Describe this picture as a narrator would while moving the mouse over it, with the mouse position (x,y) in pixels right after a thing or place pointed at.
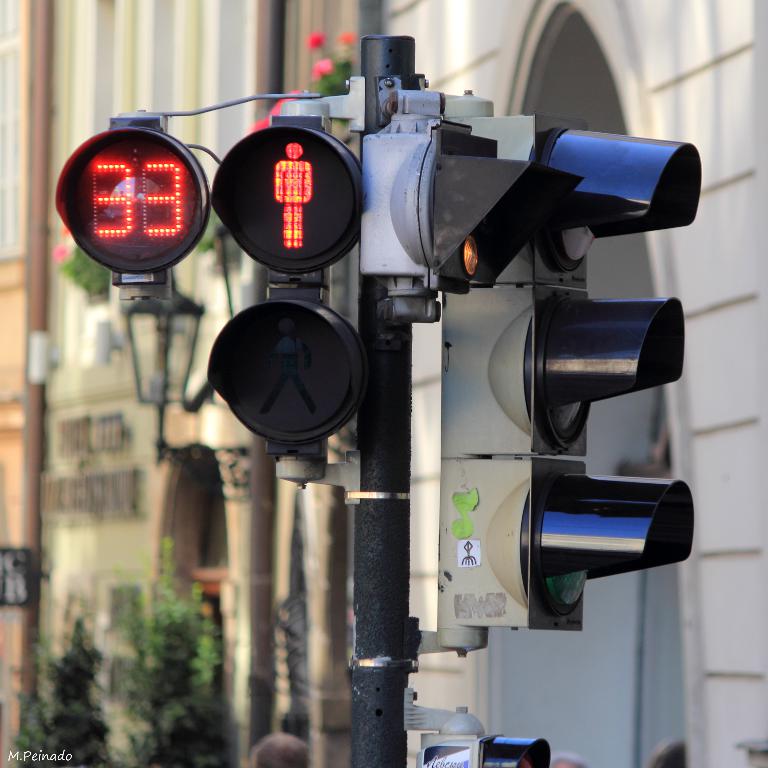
In the picture we can see a traffic light (570,524) to the pole (394,623) and behind it, we can see a part of the building wall (336,655) and near to it we can see some plants (144,652).
